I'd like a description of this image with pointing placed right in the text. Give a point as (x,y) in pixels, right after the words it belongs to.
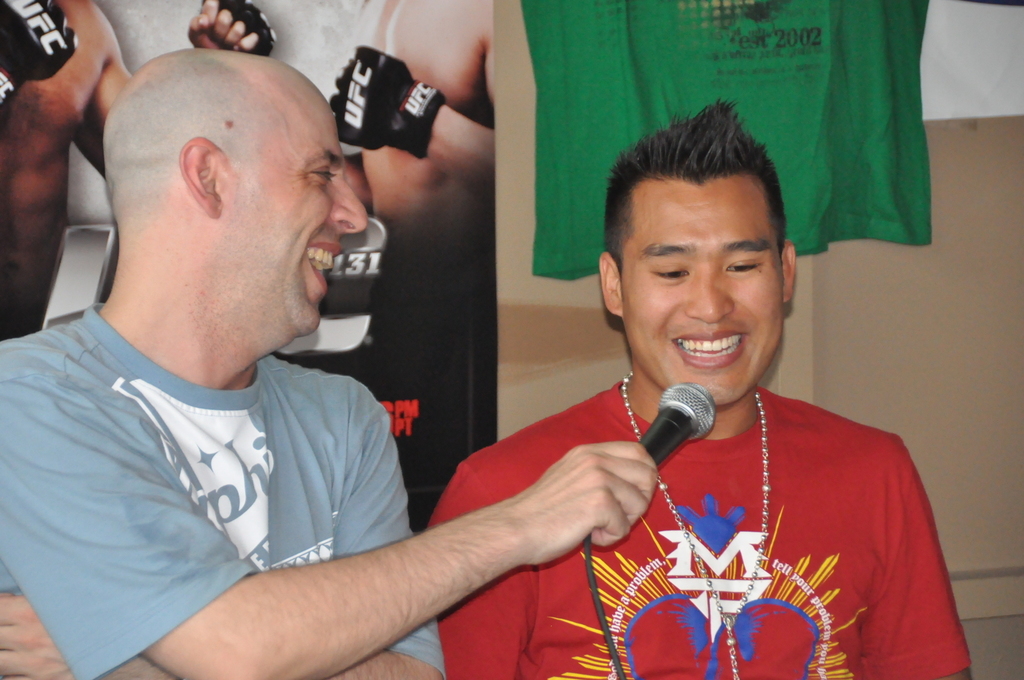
In this image in the foreground (532,451) there are two men (715,494) one person (395,504) is holding a mike (657,452) and talking, and in the background (824,243) there is a cloth (802,141), wall (510,107) and board (24,103). On the board (255,38) there is an image (10,244) of two persons (419,137), and some text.
